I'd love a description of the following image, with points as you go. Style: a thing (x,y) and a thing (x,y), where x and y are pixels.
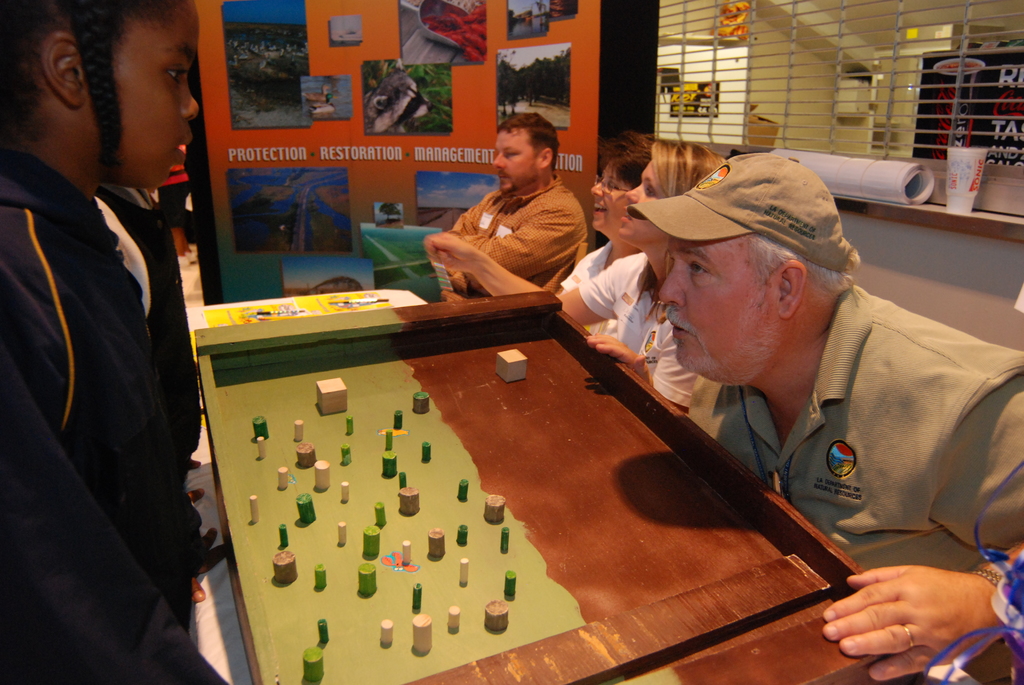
In this image, There is a table (720,646) which is in brown color, And in the left side of the image (165,621) there is a girl (80,447) wearing a black jacket (70,337) standing, In the right side of the image (928,623) there are some people (888,489) sitting on the chairs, In the background (861,111) there is a fence (891,104) which is in white color and there is a poster (352,135) which is in orange color.
